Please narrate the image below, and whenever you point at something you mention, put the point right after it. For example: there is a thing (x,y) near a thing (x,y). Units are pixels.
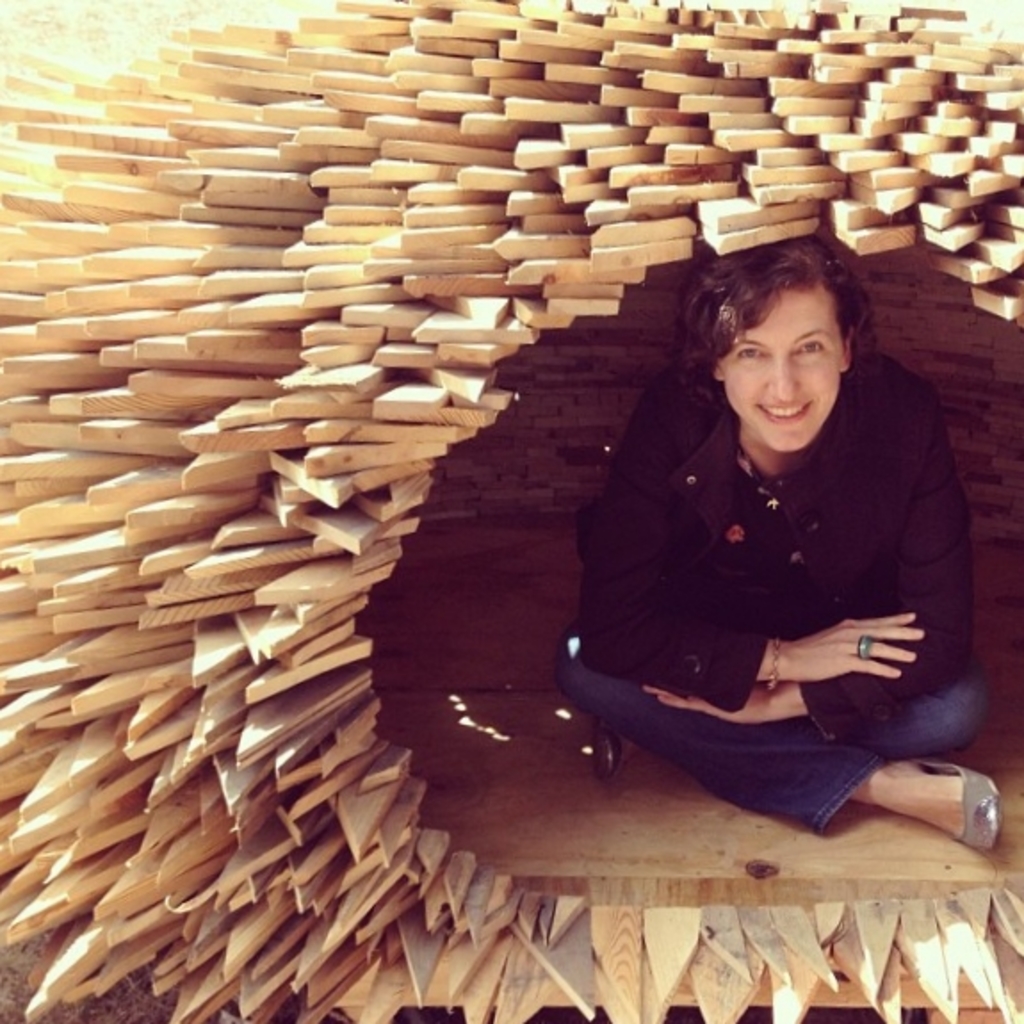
In this picture I can see a person (841,392) sitting and smiling inside a wooden room (210,430).
